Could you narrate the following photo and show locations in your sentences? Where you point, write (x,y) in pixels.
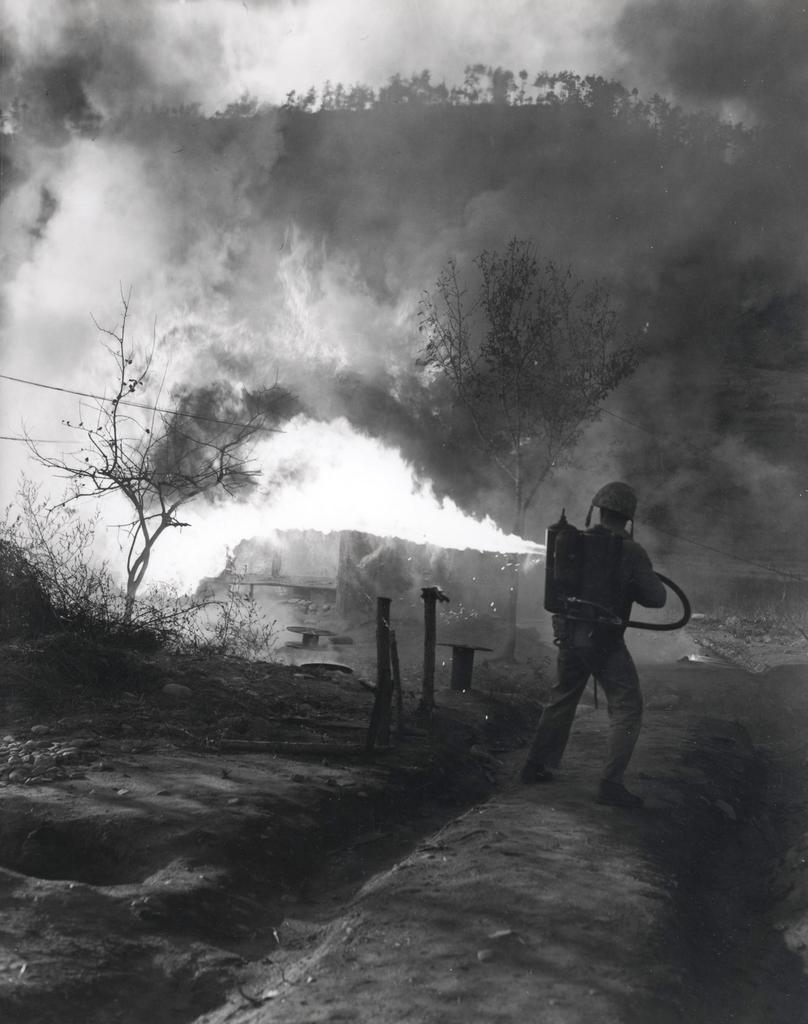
This image is a black and white image. At the bottom of the image (207,888) there is a ground (229,889). In the middle of the image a man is standing on the ground (456,746) and he is holding something in his hand (634,586). On the left side of the image (5,622) there is a grass (35,652) and a plant (154,622) on the ground (160,743). At the top of the image (123,88) there is a smoke (90,253).
